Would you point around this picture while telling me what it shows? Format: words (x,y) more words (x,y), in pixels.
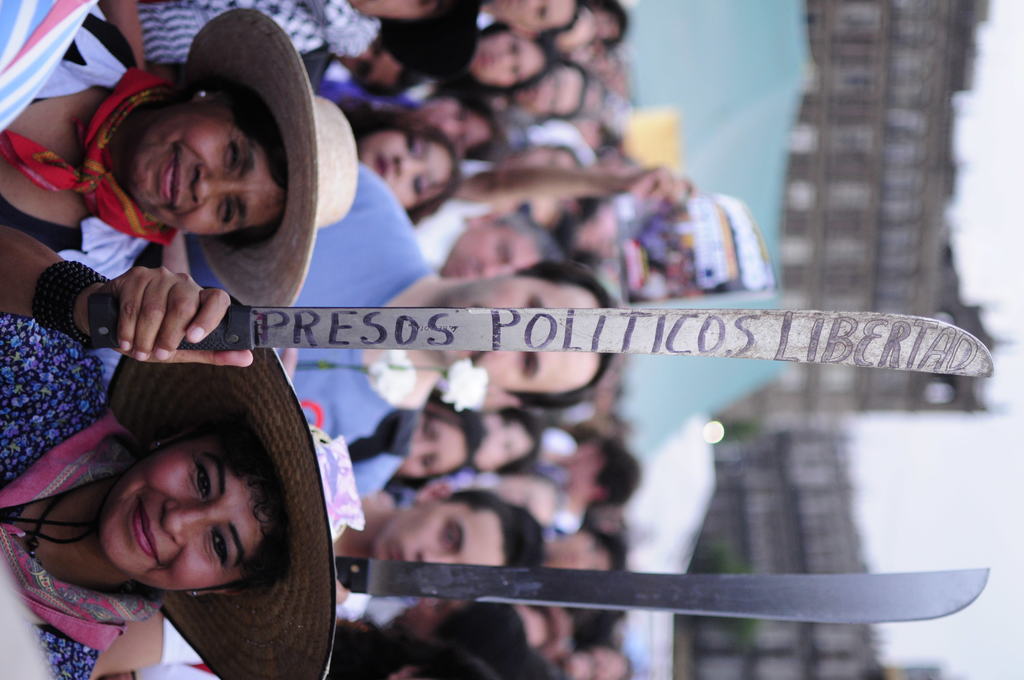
In this image we can see a few people (553,457), two of them are holding swords (765,324) with text (596,326) on it, there is a person (519,217) holding a placard (695,236), there are buildings (884,388), also we can see the sky (875,424), and the background (852,428) is blurred.
